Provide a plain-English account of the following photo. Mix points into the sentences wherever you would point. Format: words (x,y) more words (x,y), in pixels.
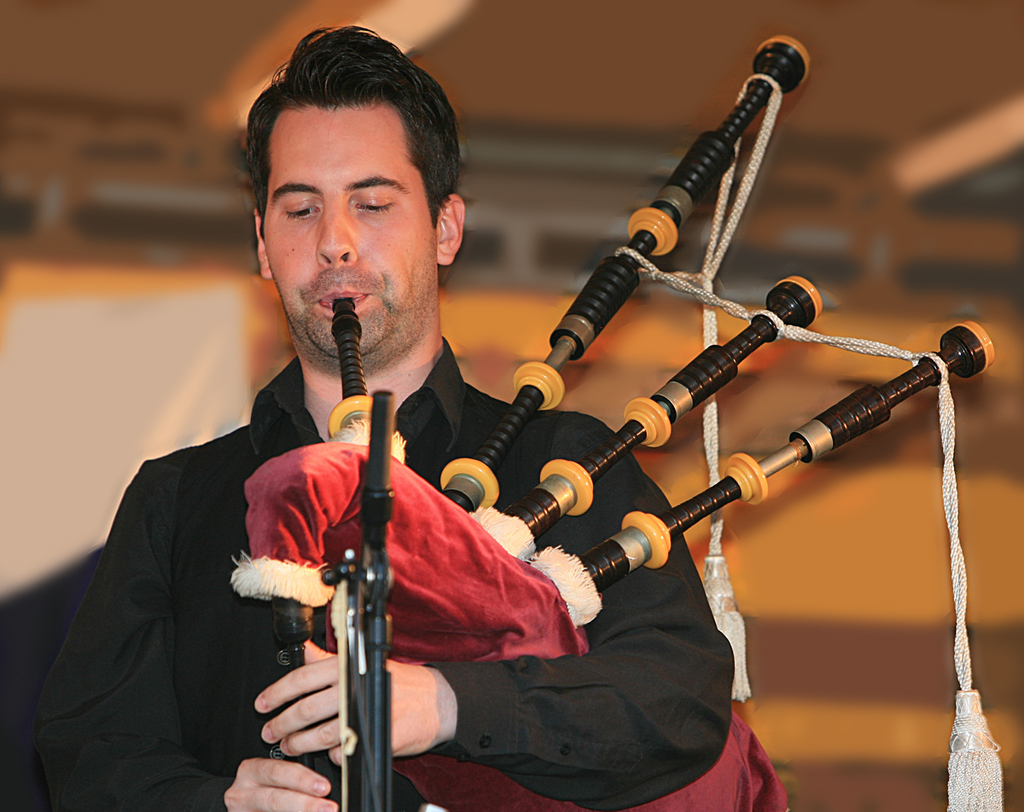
In this picture we can see a person (258,702) playing bagpipes (514,578), in front of him there is a stand (386,514). The background (127,23) is blurred.
